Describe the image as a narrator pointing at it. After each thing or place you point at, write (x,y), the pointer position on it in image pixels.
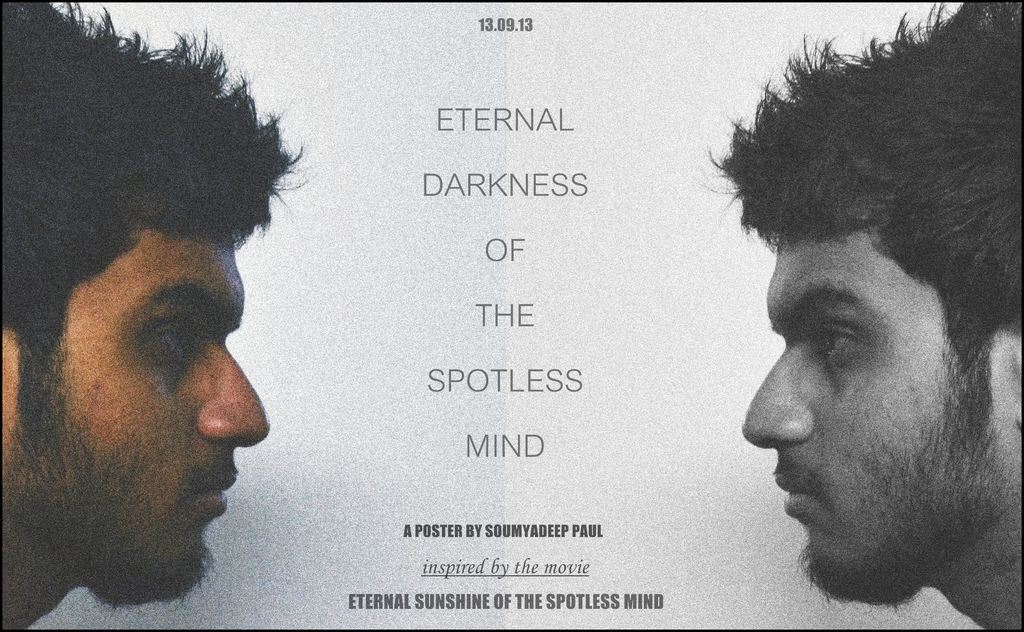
It is a black and white edited image, there are two images (154,216) of a same person (226,229) one is original image (124,323) and opposite to that there is a black and white image (826,500) and some quote (518,436) is written in between the images (25,508).
